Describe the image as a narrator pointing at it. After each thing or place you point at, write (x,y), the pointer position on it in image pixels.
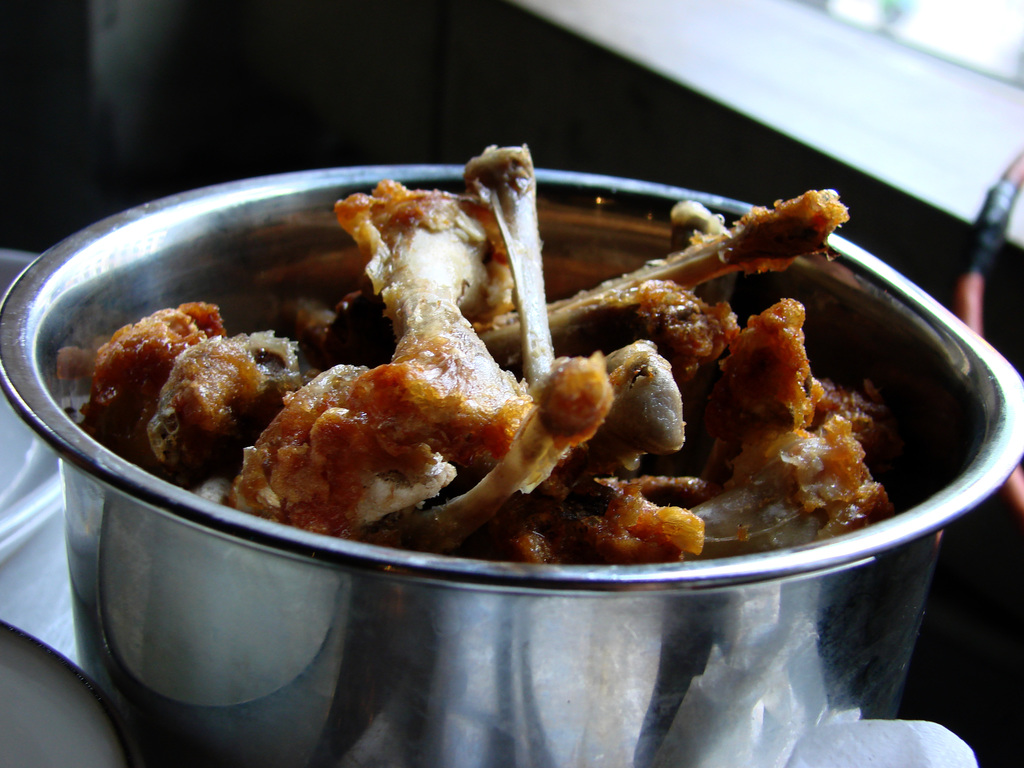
In this image we can see a bowl (346,733) on the table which is filled with bones (346,474).
